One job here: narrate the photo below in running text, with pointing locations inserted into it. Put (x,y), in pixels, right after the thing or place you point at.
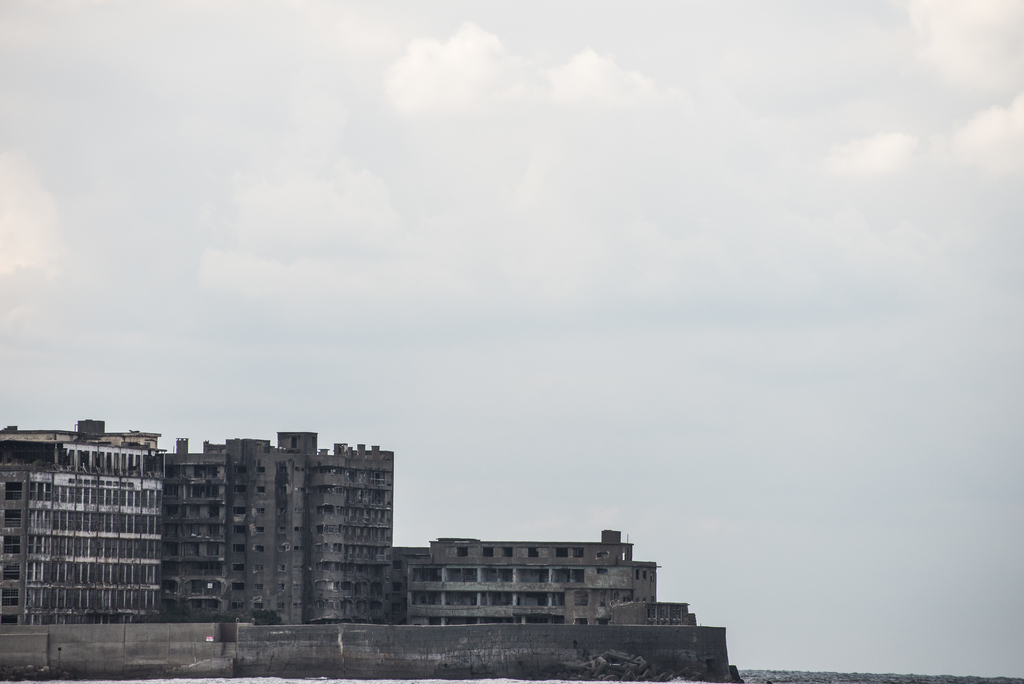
In this picture I can observe buildings (287,570) on the left side (215,498). In the background (281,200) I can observe some clouds (397,260) in the sky (468,308).
